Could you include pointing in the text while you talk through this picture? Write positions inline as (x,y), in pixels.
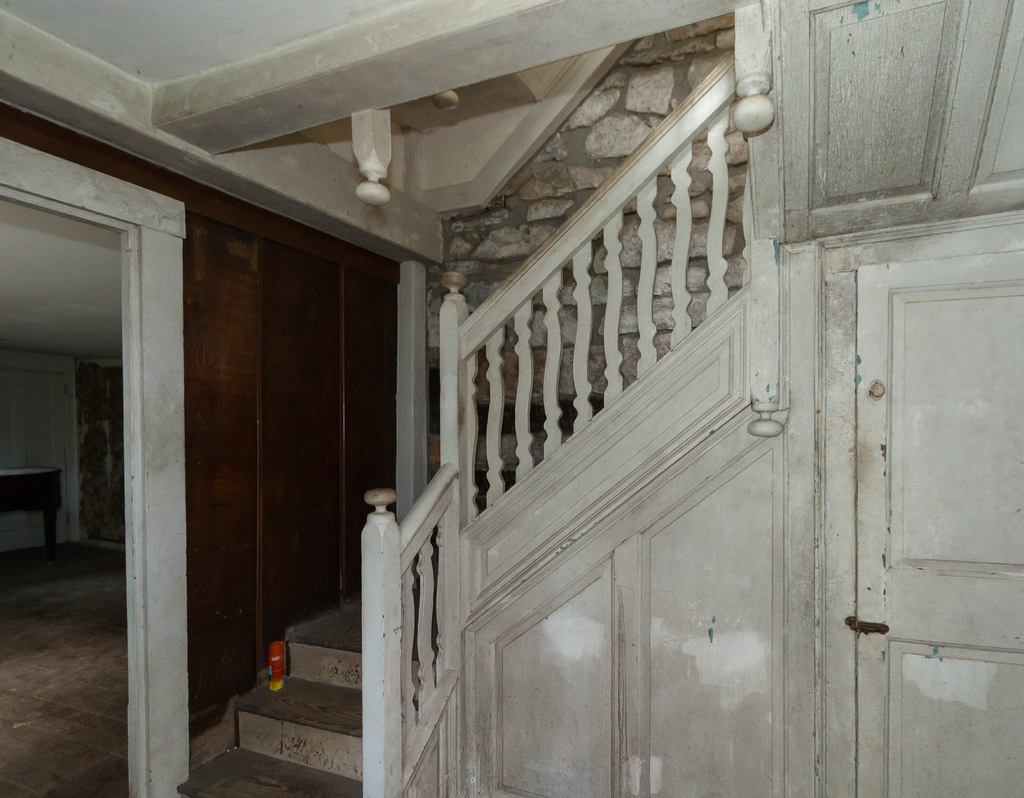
In this picture I can see the inside view of a house (139,227), there is a table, there are stairs (342,681), and in the background (504,249) there is a wall (358,337).
